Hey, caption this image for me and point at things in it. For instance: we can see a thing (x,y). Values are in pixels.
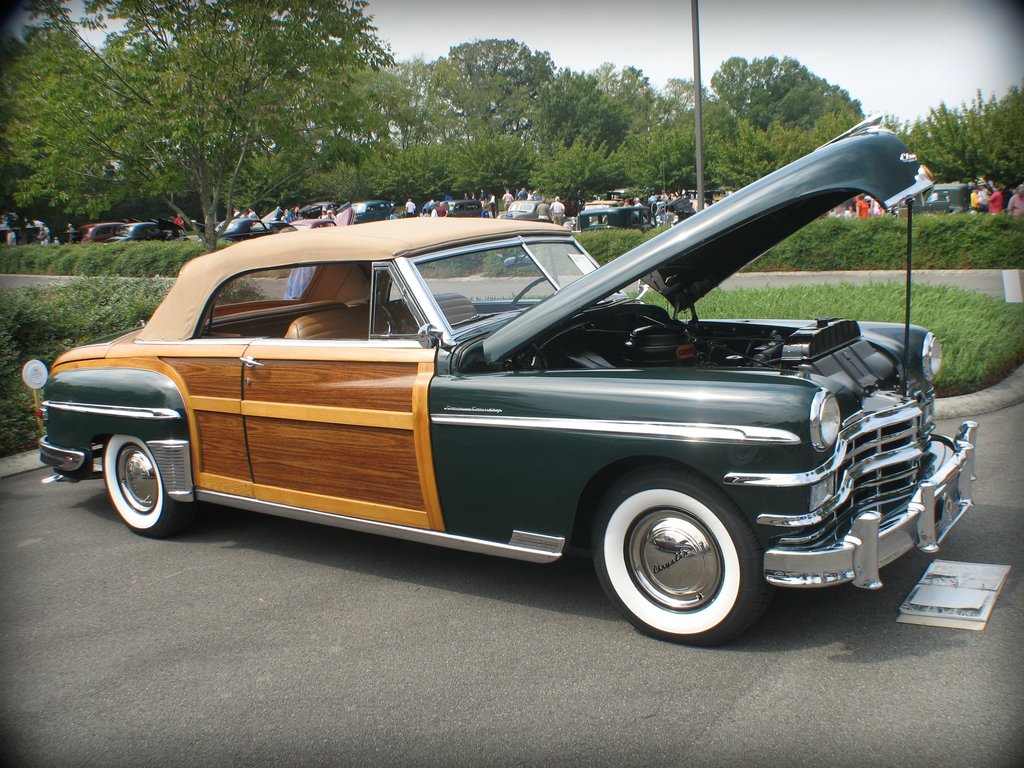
In this image in the center (557,500) there is a car (562,437). In the background (322,198) there are trees (566,164), persons (409,201) and there are vehicles (469,206) and there's grass (955,330) on the ground (20,697).
